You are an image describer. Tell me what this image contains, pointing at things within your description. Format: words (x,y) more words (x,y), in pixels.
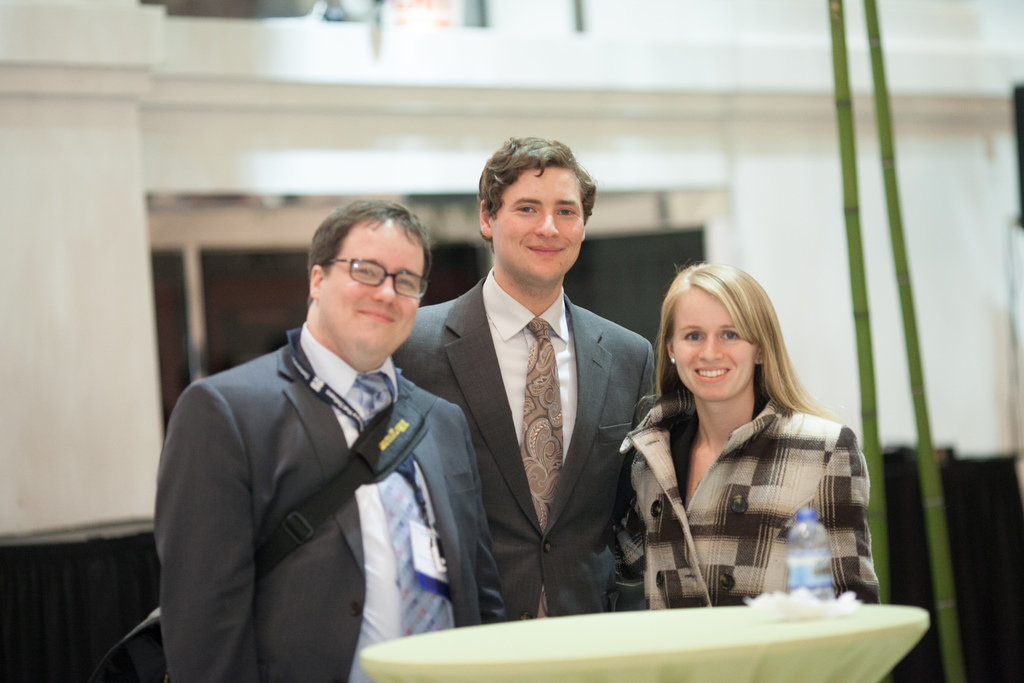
In the center of the image (411,241) there are people (528,563) standing. In the background of the image (58,64) there is a wall (274,220). There is a window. At the bottom of the image (703,613) there is table (801,637). There is cloth (779,631). There is a bottle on it. There are two bamboo sticks (867,349) to the right side of the image (873,441).
